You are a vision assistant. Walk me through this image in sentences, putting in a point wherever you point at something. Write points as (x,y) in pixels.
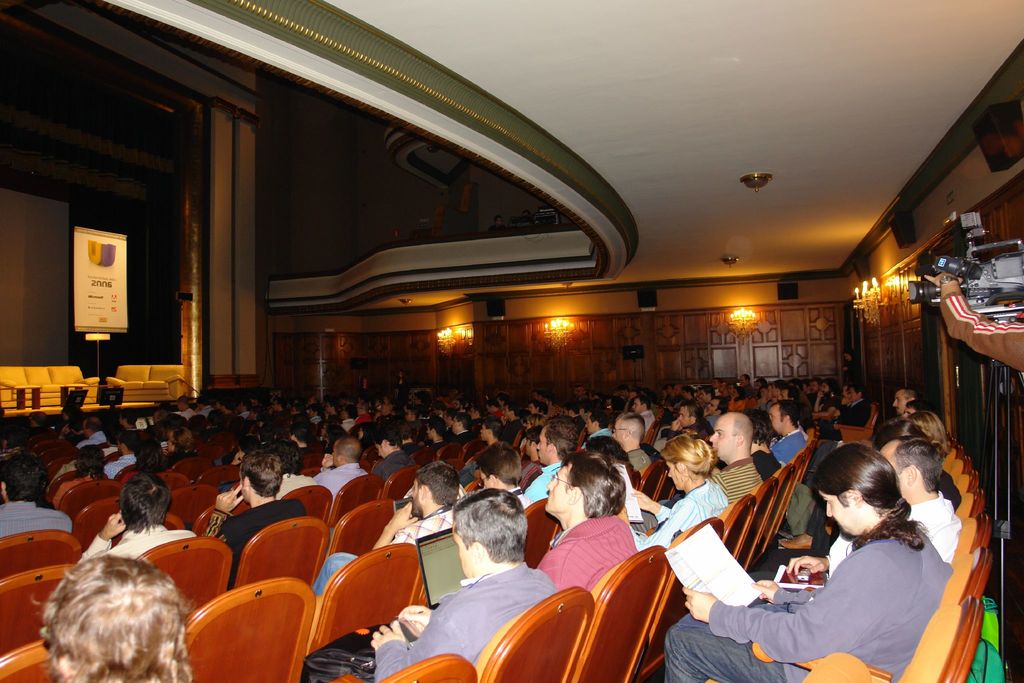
In the image we can see there are lot of people (532,482) sitting on the chair (650,613) and there are people (834,568) holding papers (703,575) in their hand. There is a laptop (455,566) kept on the lap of a person (488,571) and there is a video camera (969,275) kept on the stand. There is a banner (115,302) kept on the stage (133,300) and there are sofas (63,370) kept on the stage (7,409).
